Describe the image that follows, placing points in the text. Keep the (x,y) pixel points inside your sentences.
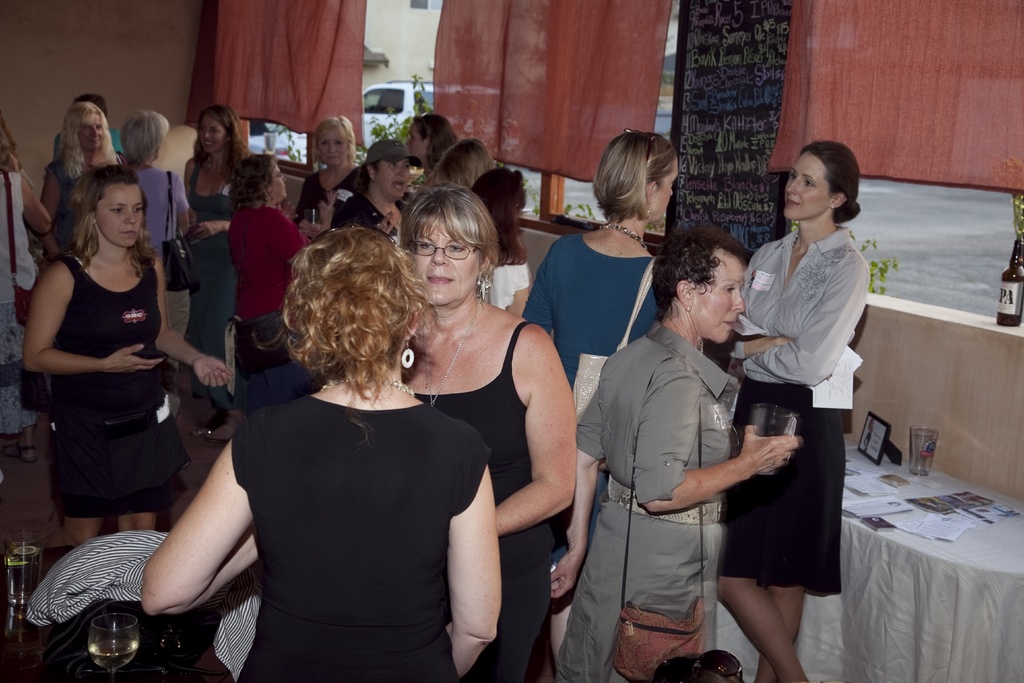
In this image we can see few people (614,418) standing in a room (191,427), a person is holding a glass (782,431) and a person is holding papers (843,387), there are glasses (118,651) with drink (20,593) and few objects (115,609) on a table (8,669) and there is another table (919,577) covered with cloth (966,598) and there are few papers (873,506), a glass (926,463) and a photo frame (870,439) on the table (1005,537) and there is a bottle (1009,305) on the wall (980,357), curtains (597,69) to the window (414,47) and a blackboard (756,178) with text (740,118) and through the window (423,101) we can see a car (382,121) on the road (915,204), few plants (406,131) and a building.
